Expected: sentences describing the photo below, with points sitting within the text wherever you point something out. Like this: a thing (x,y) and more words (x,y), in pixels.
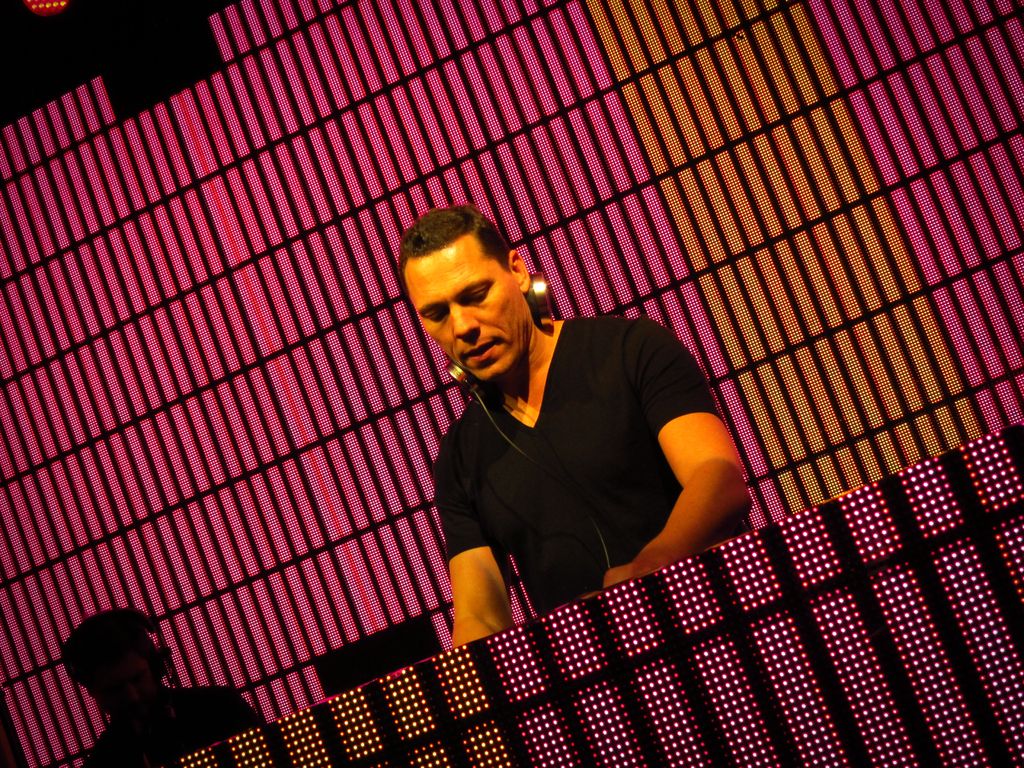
In this picture there are two persons (484,526) with headphones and at the back (391,632) it looks like a chair (407,621) and there is a screen (310,248). In the foreground (813,618) it looks like a table (796,617).
